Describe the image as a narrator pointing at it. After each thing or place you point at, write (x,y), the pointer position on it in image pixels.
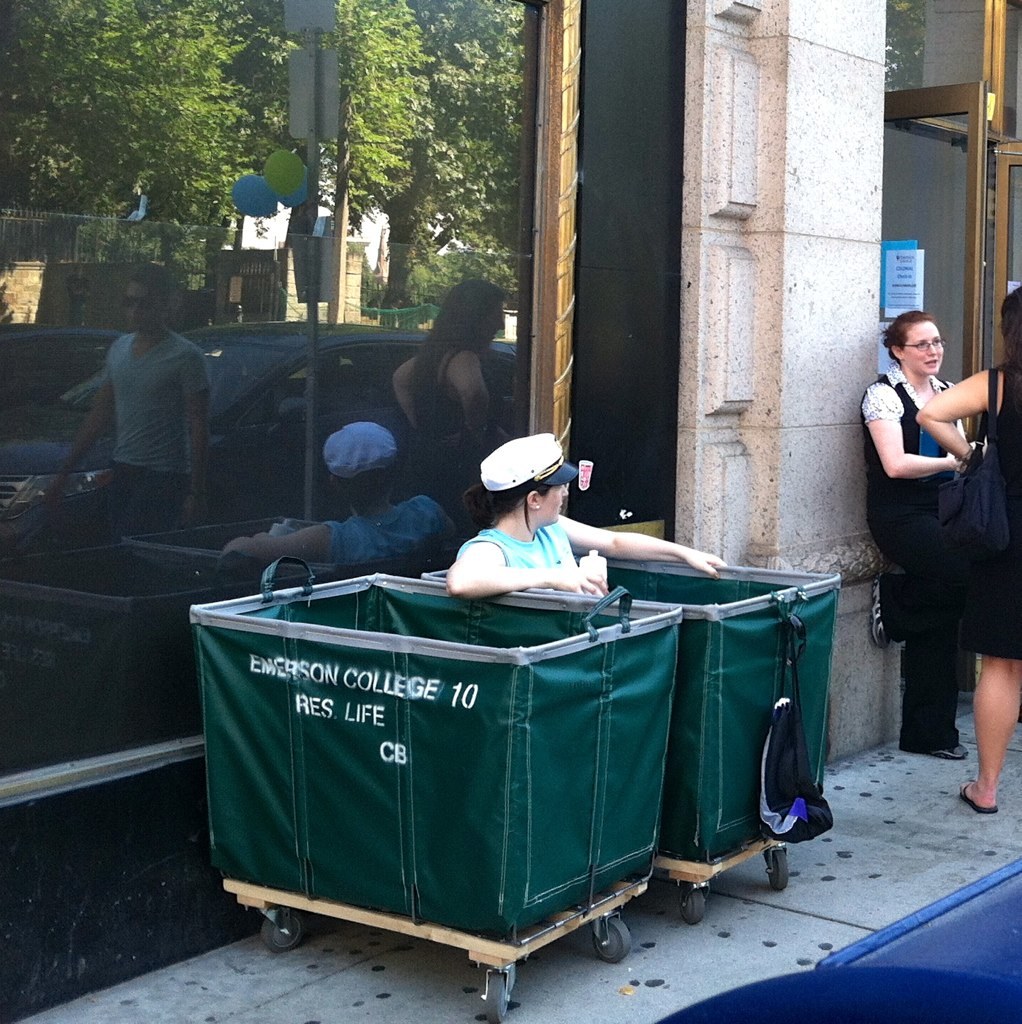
In this picture i can see a person (490,569) is sitting in a box (639,598). The person (496,548) is wearing cap (517,479). I can also see two women (944,702) are standing. In the background (291,319) i can see a glass wall (291,319), trees (258,137) and other objects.
